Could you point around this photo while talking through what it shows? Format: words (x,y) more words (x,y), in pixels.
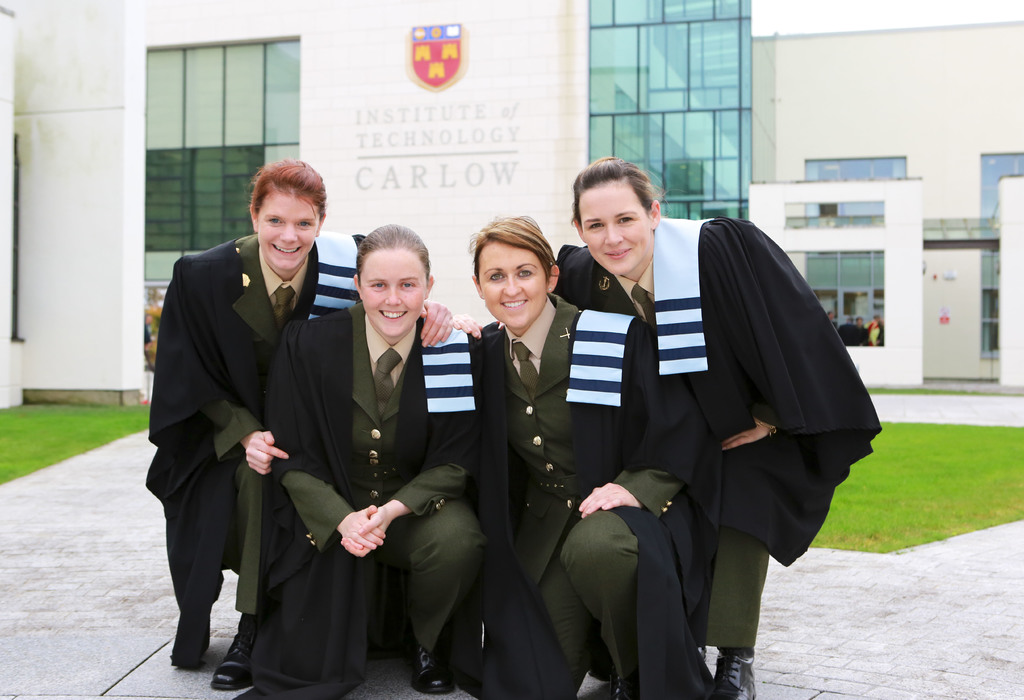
In this image we can see some people (512,475). In the background of the image (612,148) there are some buildings (612,151), glass windows (649,95), grass (870,477) and other objects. At the bottom of the image (103,654) there is the floor (143,609).
